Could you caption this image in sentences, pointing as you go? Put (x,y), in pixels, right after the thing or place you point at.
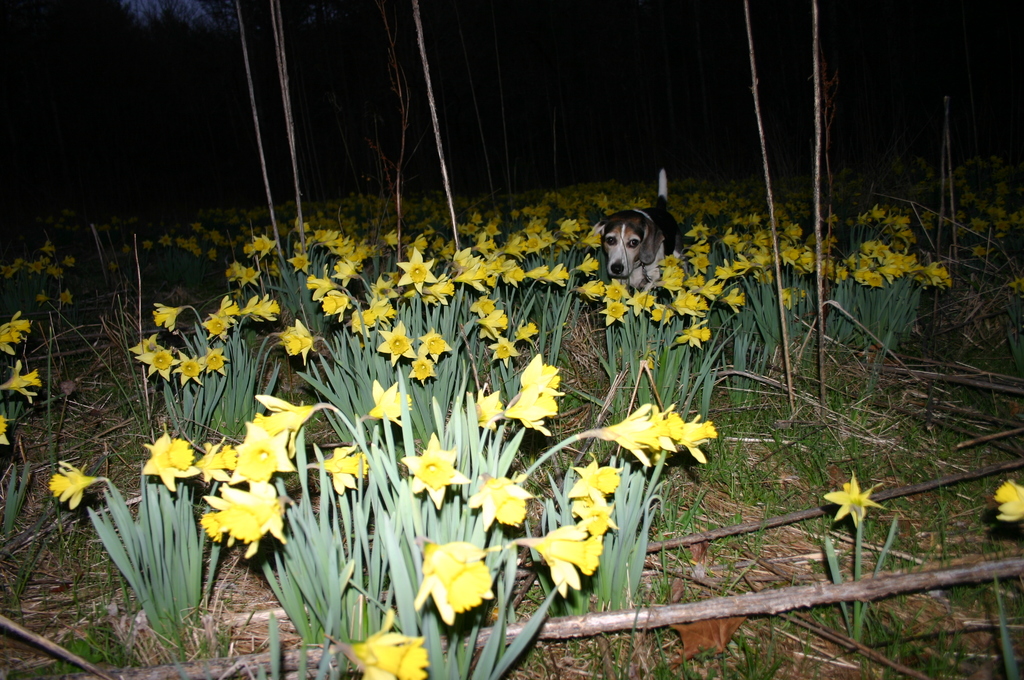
In this image there are plants (476,281) and we can see flowers (476,281) which are in yellow color. In the center (628,265) there is a dog (643,270). At the bottom (735,506) there is grass (746,510).
